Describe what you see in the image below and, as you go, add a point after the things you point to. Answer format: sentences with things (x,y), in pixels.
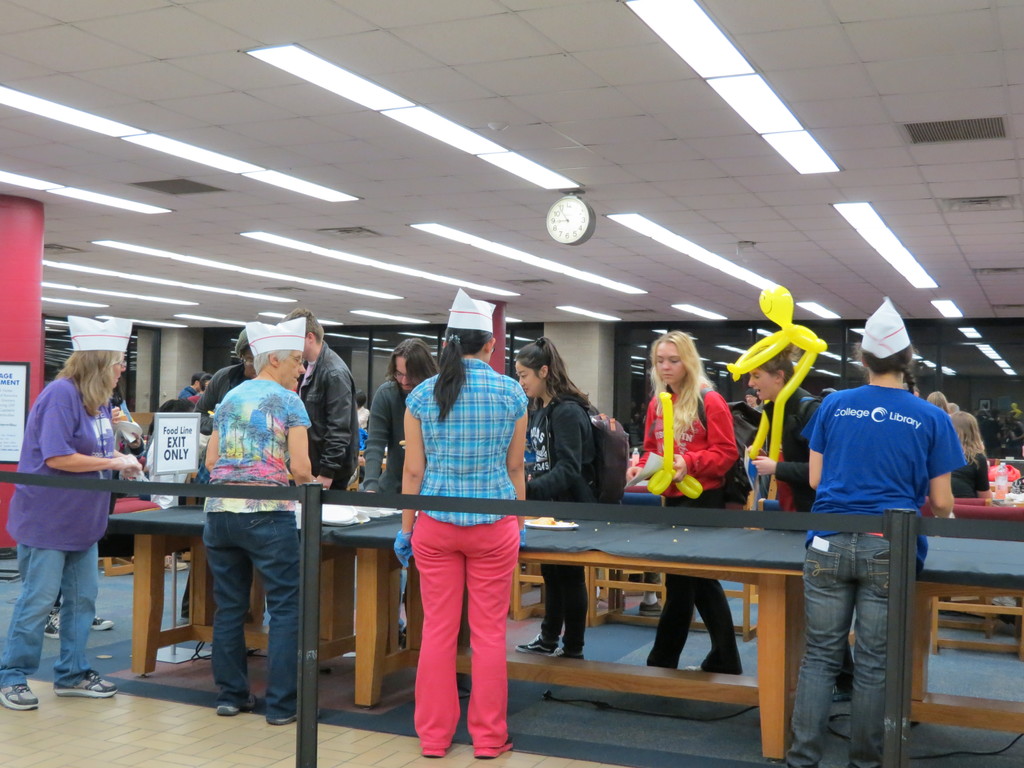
In this picture there are group of people (833,441) standing at the table (719,567). There are objects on the table (324,528). In the foreground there is a railing (916,527). At the back (5,347) there are pillars (15,293). At the top (649,224) there are lights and there is a clock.
